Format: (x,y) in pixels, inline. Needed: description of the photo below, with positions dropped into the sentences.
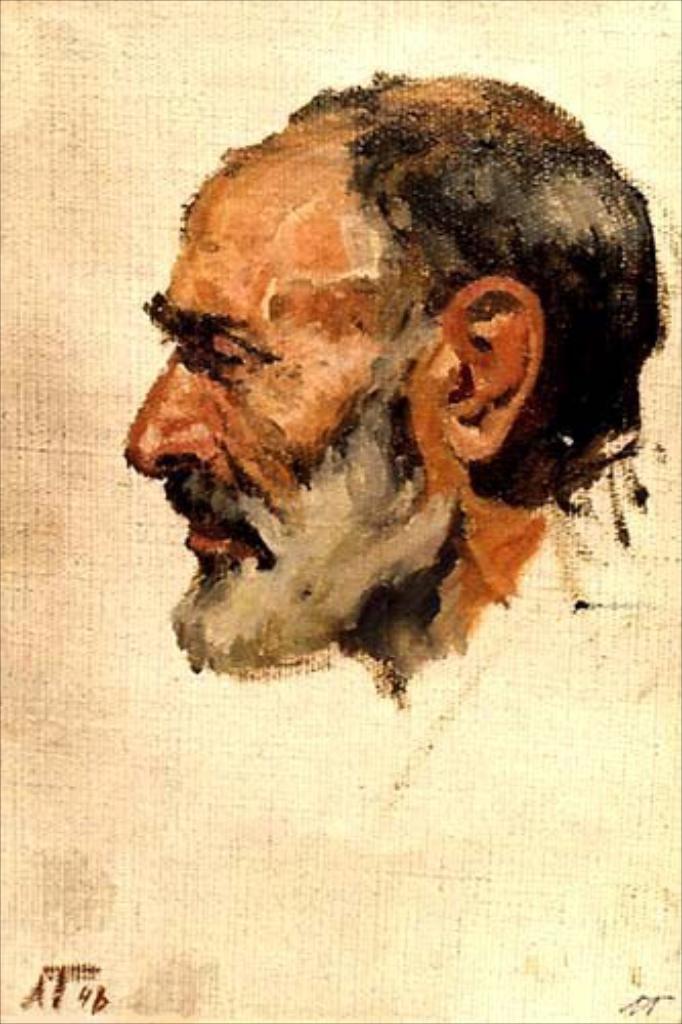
In this image, we can see an art (420,475) contains a person head (341,410).
